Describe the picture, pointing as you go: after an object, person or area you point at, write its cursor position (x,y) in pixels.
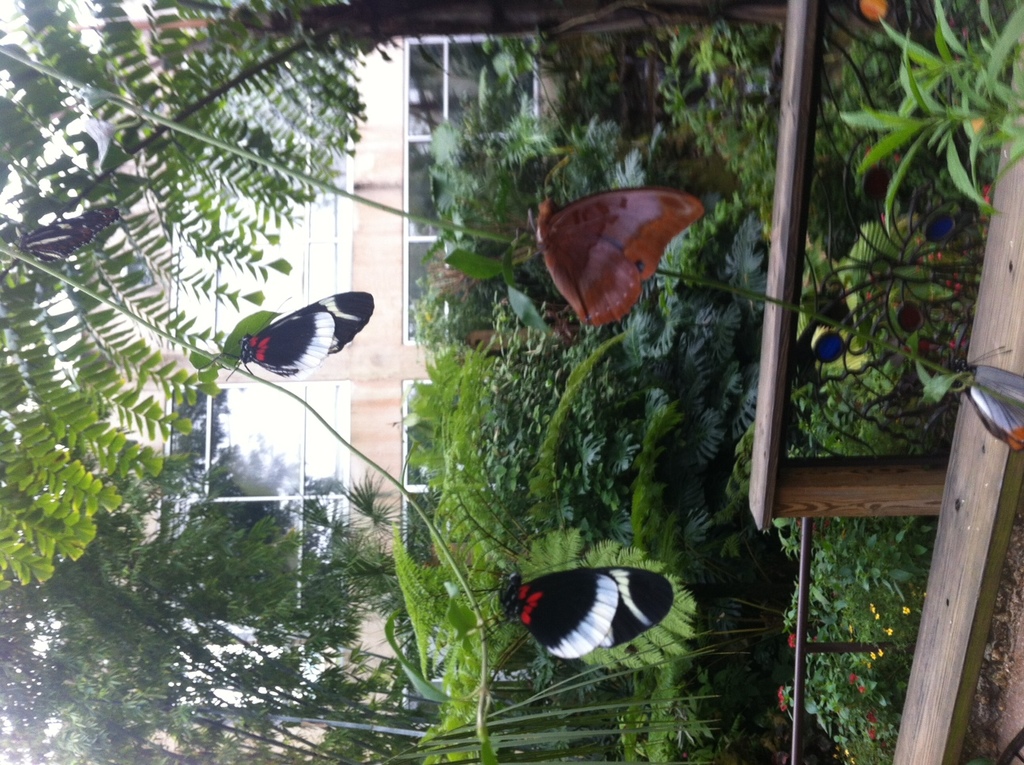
In this picture I see few butterflies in front (221,358) on the green color things (227,341) and in the background (560,323) I see number of plants (498,322) and trees (374,12) and I see a building (343,218).
